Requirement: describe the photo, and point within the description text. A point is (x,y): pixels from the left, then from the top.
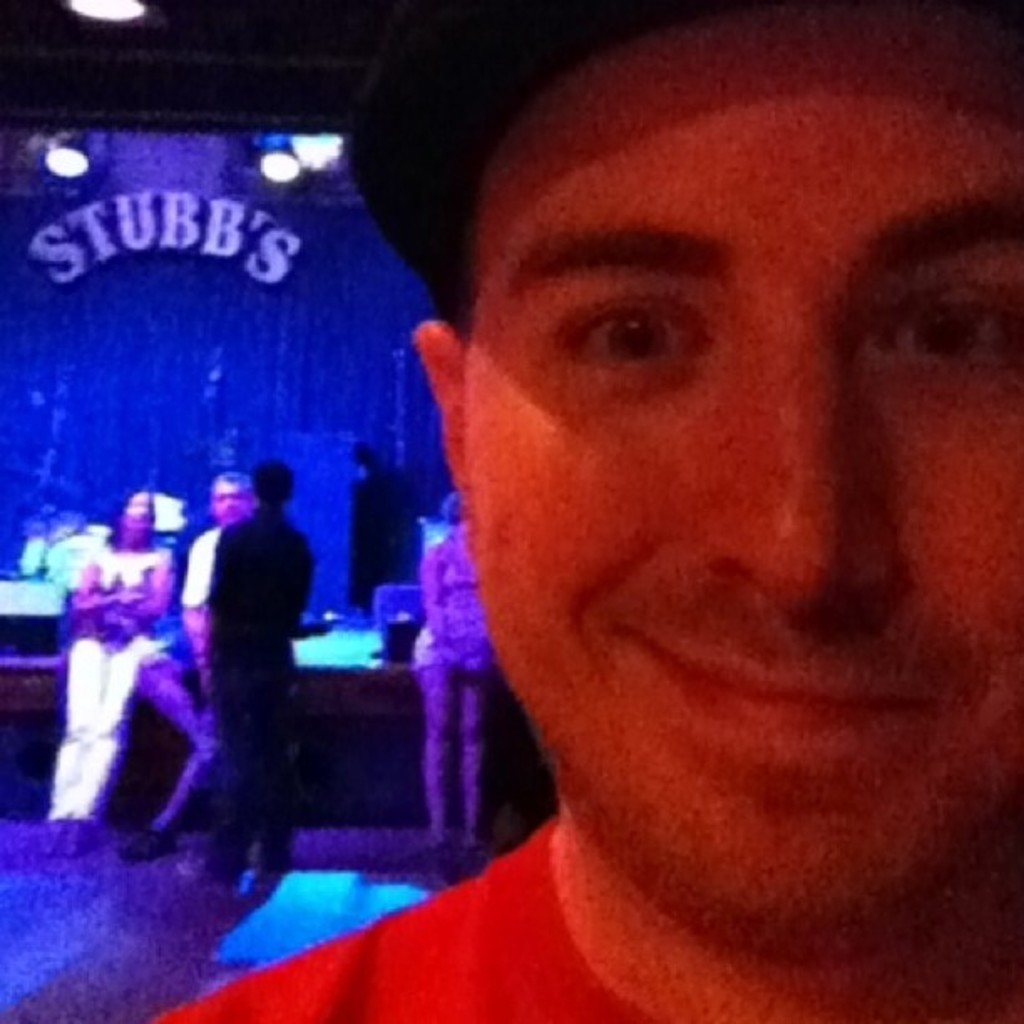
In this image we can see a person (598,693). In the back (240,609) there are few people (257,605). Also there are lights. And also we can see a word (70,223). In the background (292,551) it is blur.
